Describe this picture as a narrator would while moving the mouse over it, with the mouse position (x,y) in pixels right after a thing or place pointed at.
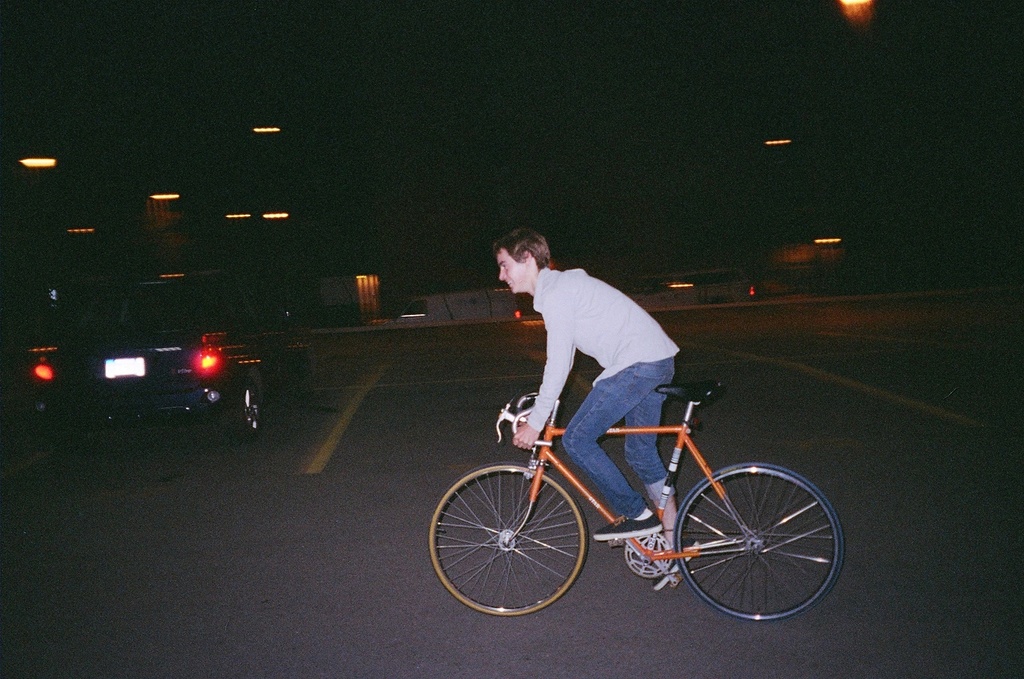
In this image we can see a person (568,292) is riding on the bicycle (481,526), there is a car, there are houses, lights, and the background (339,63) is dark.
